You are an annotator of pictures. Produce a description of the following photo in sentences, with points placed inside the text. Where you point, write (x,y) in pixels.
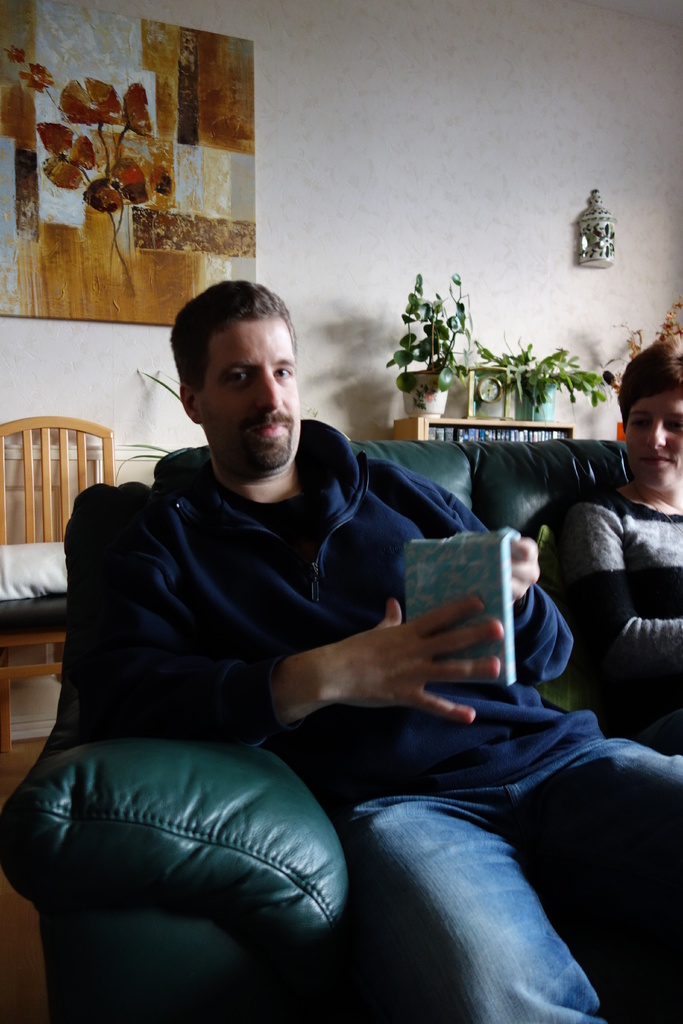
This is a picture of a man (557,996) sitting a in couch (60,854), a woman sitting in the couch (408,456) and in back ground (662,331) there is frame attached to the wall (25,398), chair (3,679), plant (412,409) and books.
